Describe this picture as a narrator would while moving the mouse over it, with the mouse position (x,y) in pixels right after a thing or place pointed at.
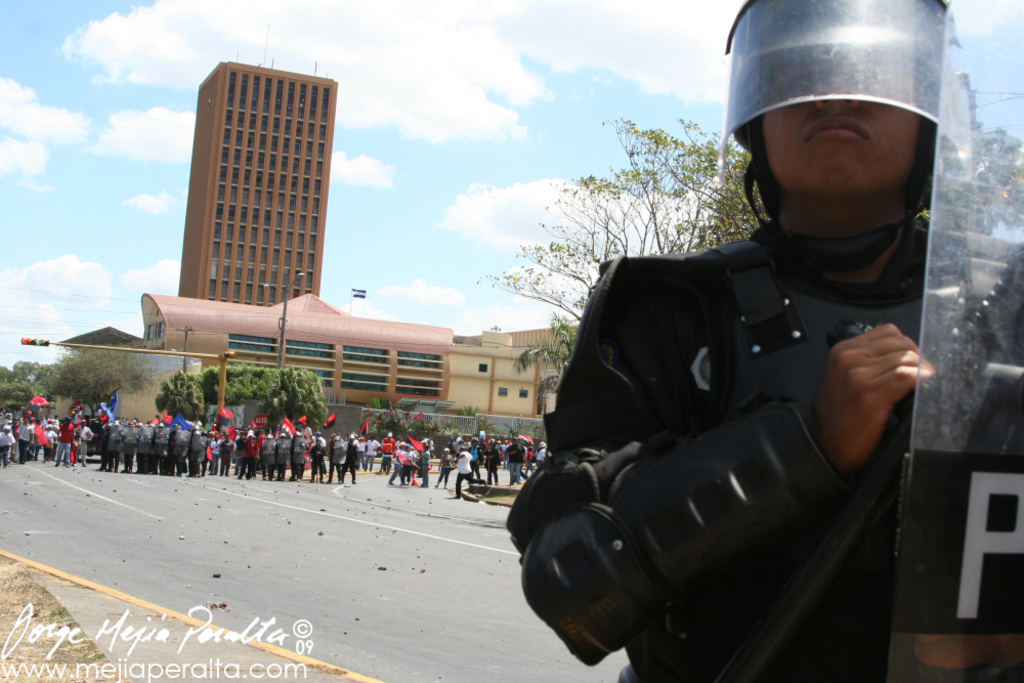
In the foreground (956,536) I can see a person (634,280) is holding a shield (963,514) in hand (847,373) and wearing a helmet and a vest (717,626). In the background (31,432) I can see a crowd (40,418) is holding flags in their hand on the road (320,495), trees (317,382), poles (221,355) and buildings (324,345). On the top (387,185) I can see the sky (391,227). This image is taken during a sunny day.
